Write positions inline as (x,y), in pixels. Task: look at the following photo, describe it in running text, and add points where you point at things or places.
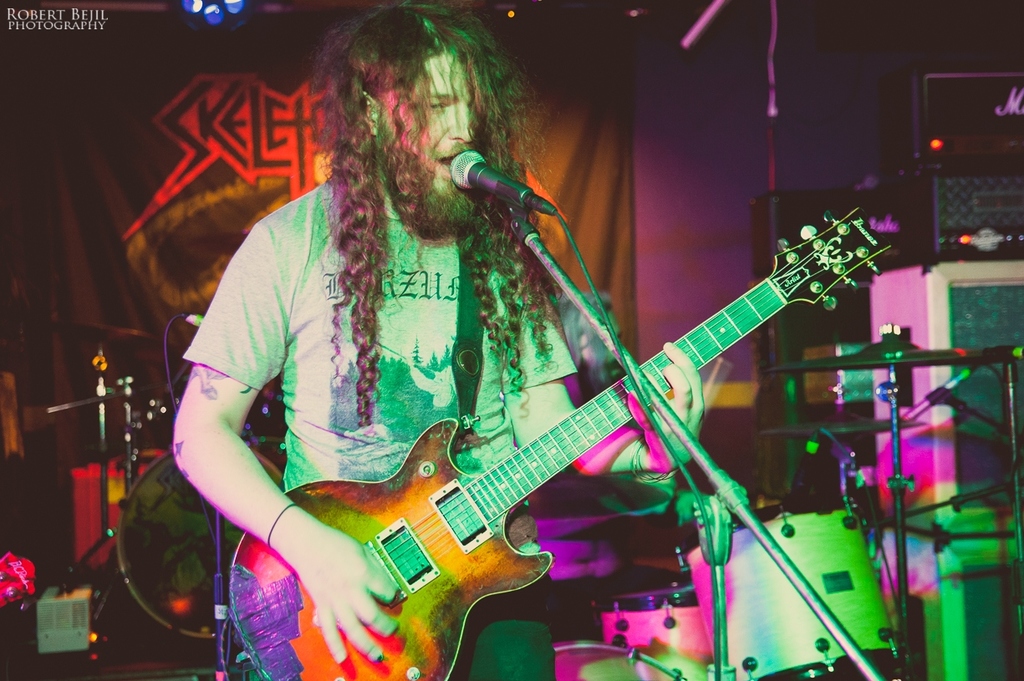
There is a man (330,302) with grey t-shirt (346,318) is standing and playing a guitar (485,514). In front of him there is a mic (484,164). In the background (814,452) there are musical instruments (776,431) and on the top (116,185) there is a poster (261,134).
